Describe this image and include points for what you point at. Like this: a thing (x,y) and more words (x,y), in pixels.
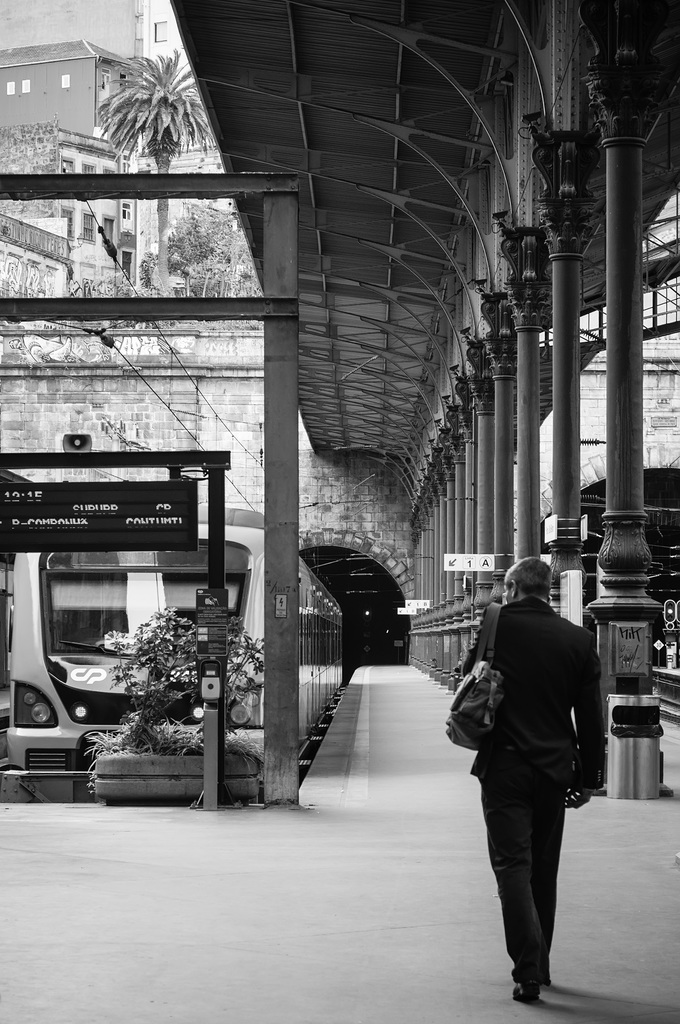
In the image we can see a person (541,836) walking, wearing clothes (502,860), shoes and carrying a handbag (496,697). We can see train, footpath (520,1017), pillars (271,632) and the board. Here we can see the plant pot (127,759), trees (141,289) and the buildings (110,237).
